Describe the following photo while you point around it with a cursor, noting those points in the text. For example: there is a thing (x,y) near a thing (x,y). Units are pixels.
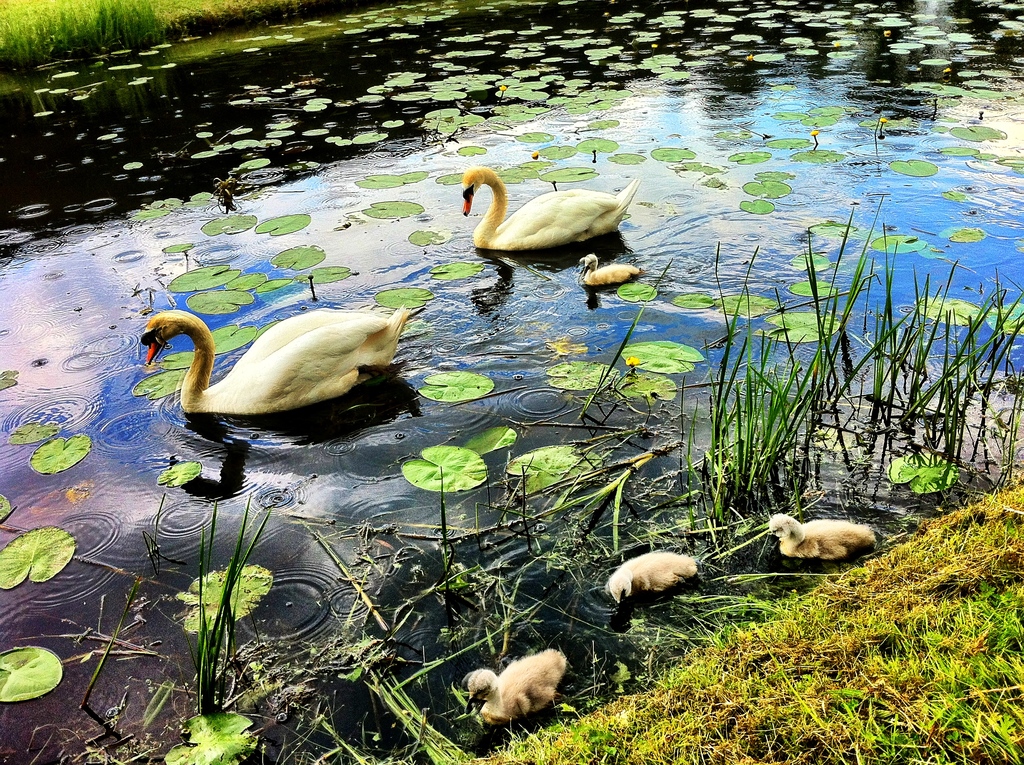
These are the two swans (482,239) that are swimming in the water (310,470) and there are lotus leaves (444,467) in it.
